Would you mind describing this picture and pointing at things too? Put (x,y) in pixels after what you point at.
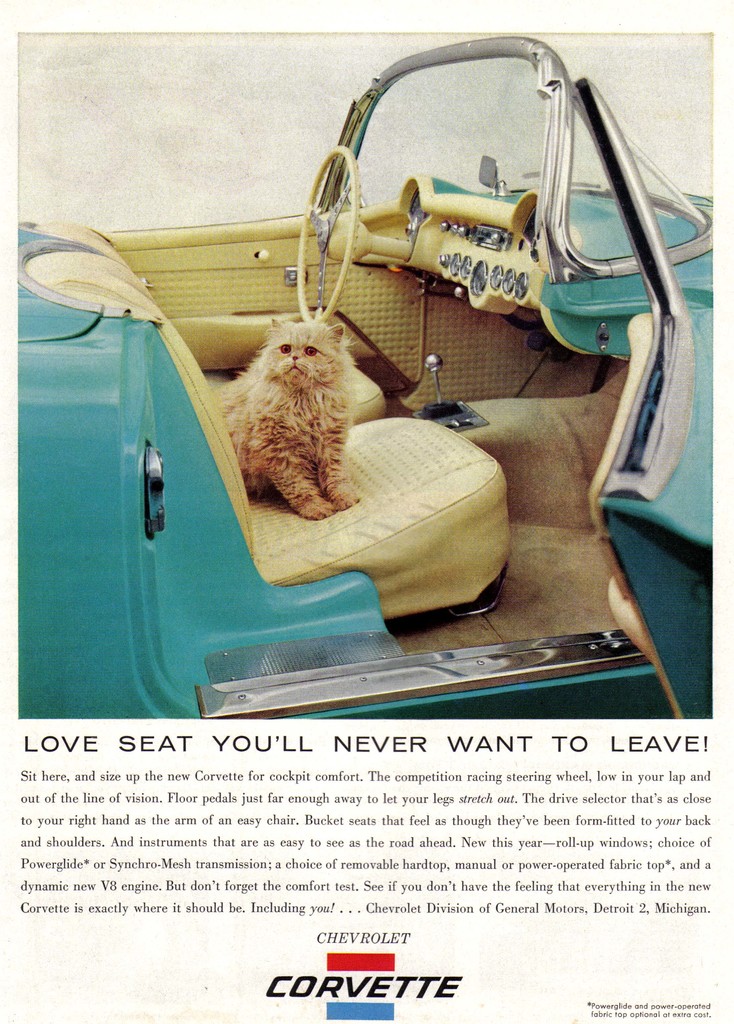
In this picture this is a photo and some matter (323,850) is written according to the photo and it contains several borders (68,18) in that picture there is a car (448,553) in that car (448,414) one cat (305,416) is sitting on the seat (339,535).
